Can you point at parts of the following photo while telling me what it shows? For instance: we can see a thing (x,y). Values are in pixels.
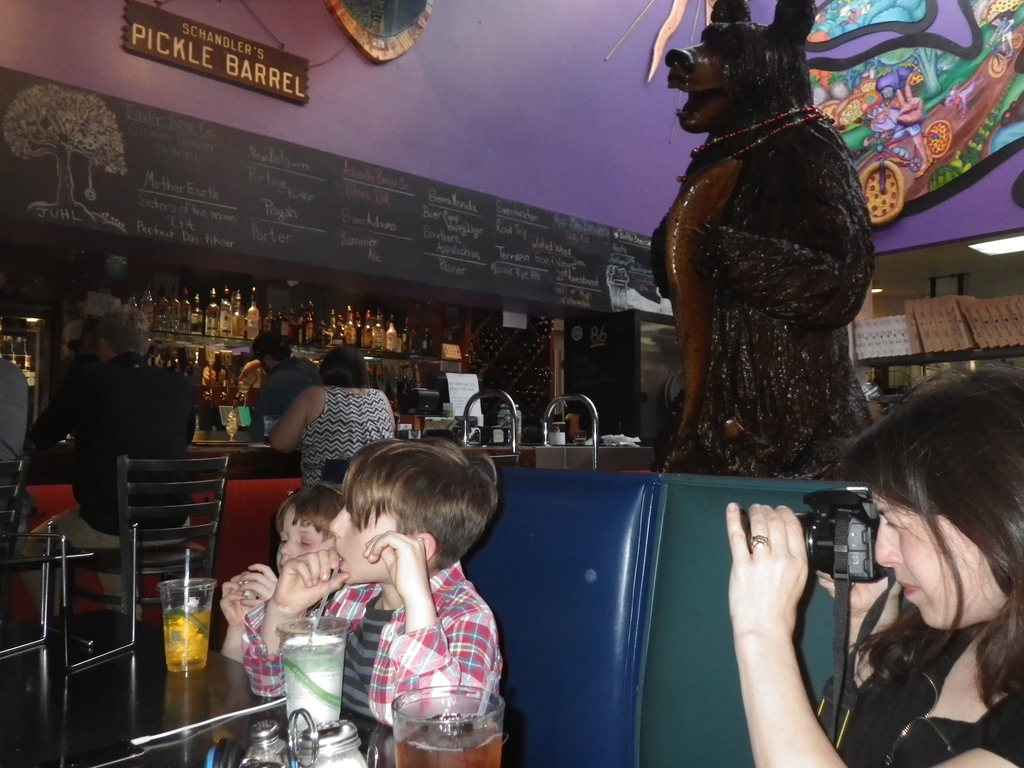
In the foreground of this picture (840,607), there is a woman (790,660) holding a camera (813,527) on the right bottom side of the image (786,546). There are two boys (336,553) sitting on the chairs (627,480) and there is a table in front of them on which glasses (327,664) and few bottles (309,734) are present on it. In the background (670,248), there is a sculpture (780,257), a violet ceiling (550,72), a name board (282,76), a black board (45,160) with text (356,227) written, few bottles (196,321), and persons (268,409) sitting on the chairs (221,498).
